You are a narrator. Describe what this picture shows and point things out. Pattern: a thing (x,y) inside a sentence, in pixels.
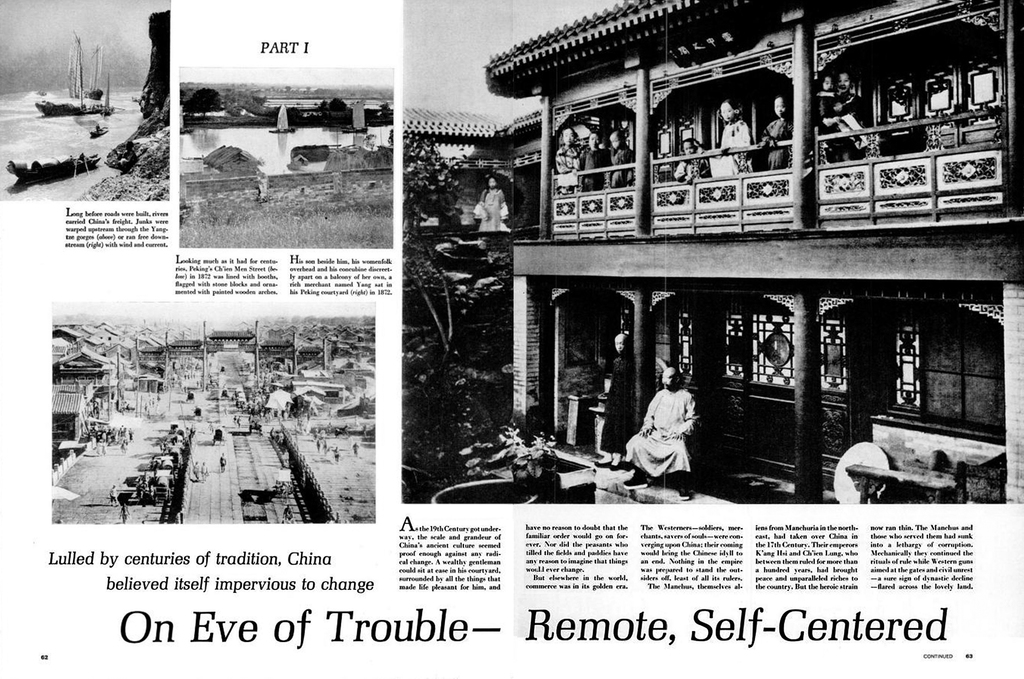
This is a picture of a news paper (616,256) with photos (104,424) and paragraphs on it.
